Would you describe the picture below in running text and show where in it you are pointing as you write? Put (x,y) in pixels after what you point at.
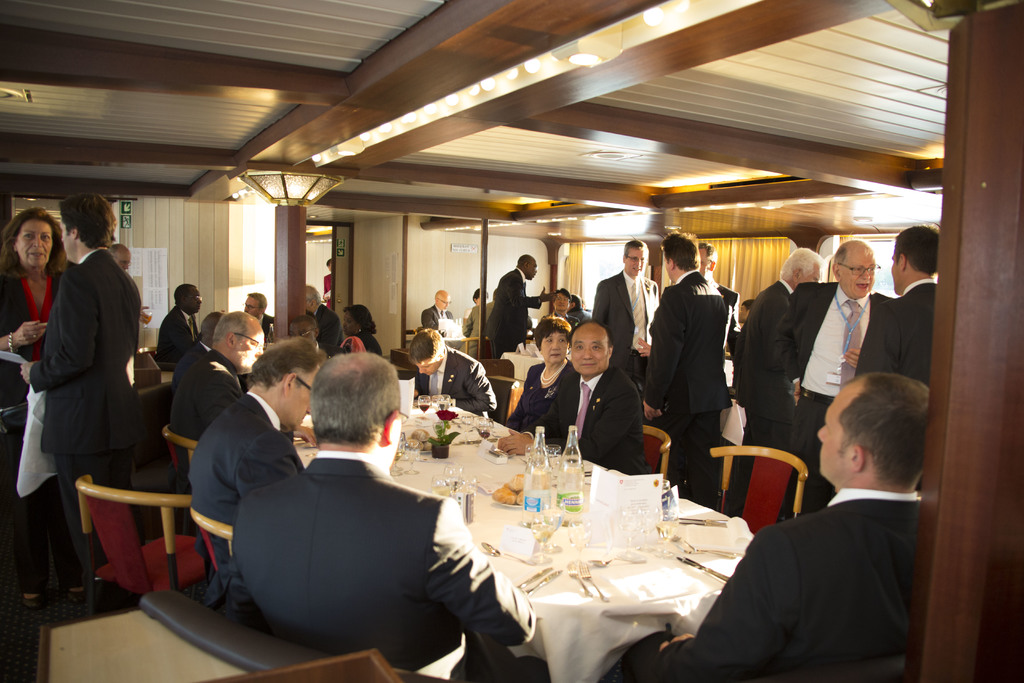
In the given image we can see that, there are many people (548,427) sitting and some of them are standing. There is a table (458,448) on which fork (587,577), spoon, bottle (540,470) and wine glass (421,403) is kept. This is a pillar (299,268) and the lights (529,60). These are the curtains (742,280) which are in golden color.
